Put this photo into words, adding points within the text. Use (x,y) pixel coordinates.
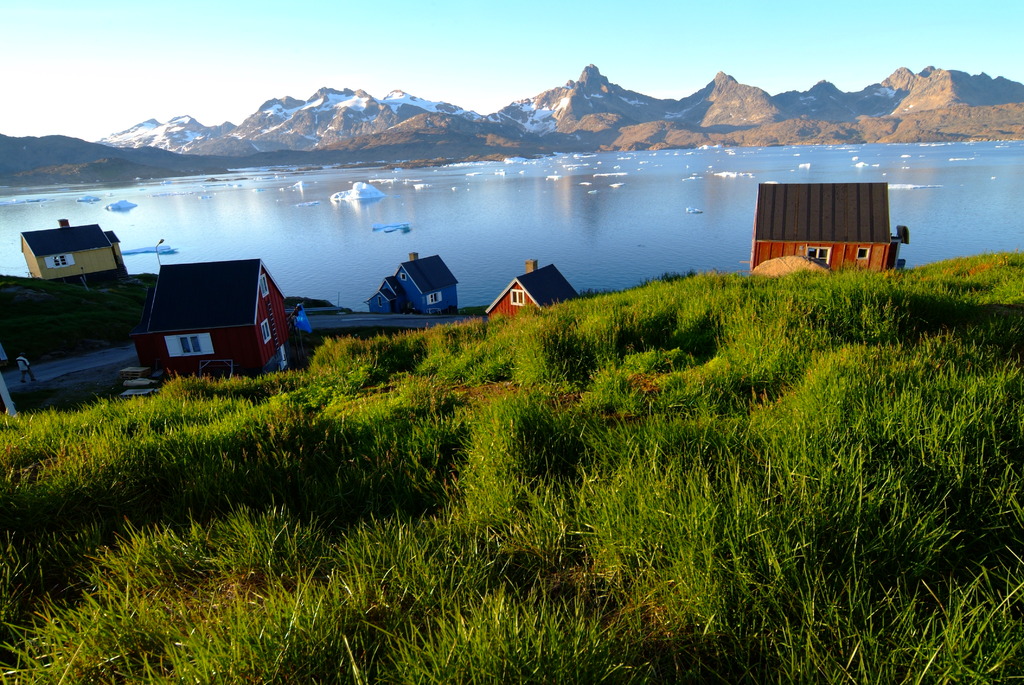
In the foreground of this image (492,510), there is grass (522,429), few houses (190,282) and the road (81,360) on which, there is a person (24,380) walking. In the background (360,153), there is water (561,209), ice (484,163), mountains (550,105) and the sky (408,40).
